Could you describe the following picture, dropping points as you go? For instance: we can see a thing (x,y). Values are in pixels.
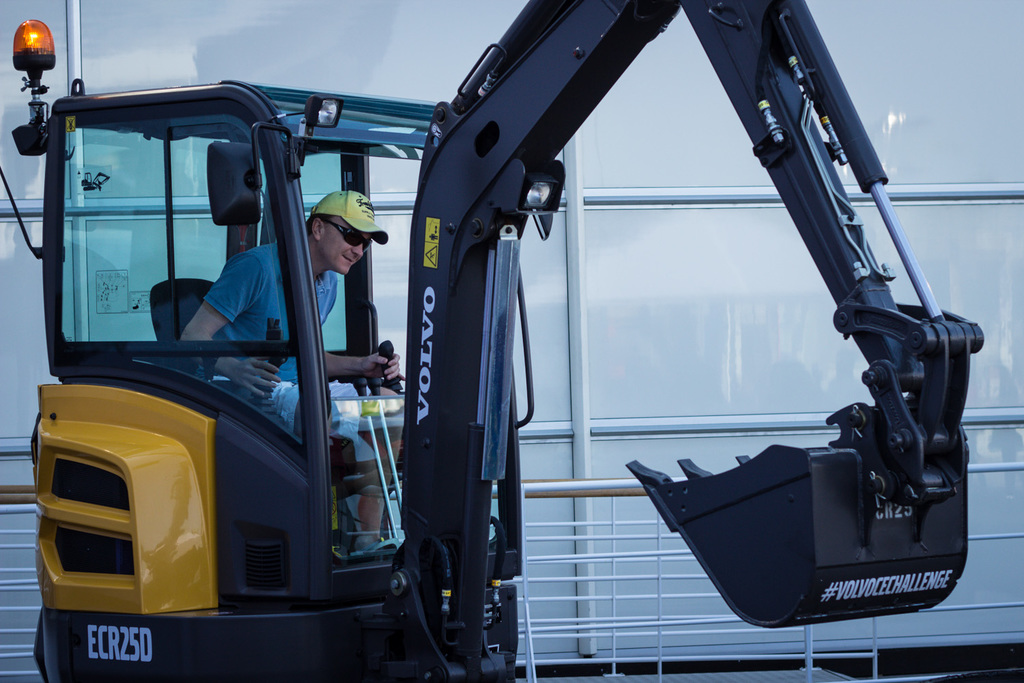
Here we can see a person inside an excavator (496,284). He has goggles (343,236) and he wore a cap (343,204). This is a light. In the background (103,80) we can see glasses (728,397) and a fence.
